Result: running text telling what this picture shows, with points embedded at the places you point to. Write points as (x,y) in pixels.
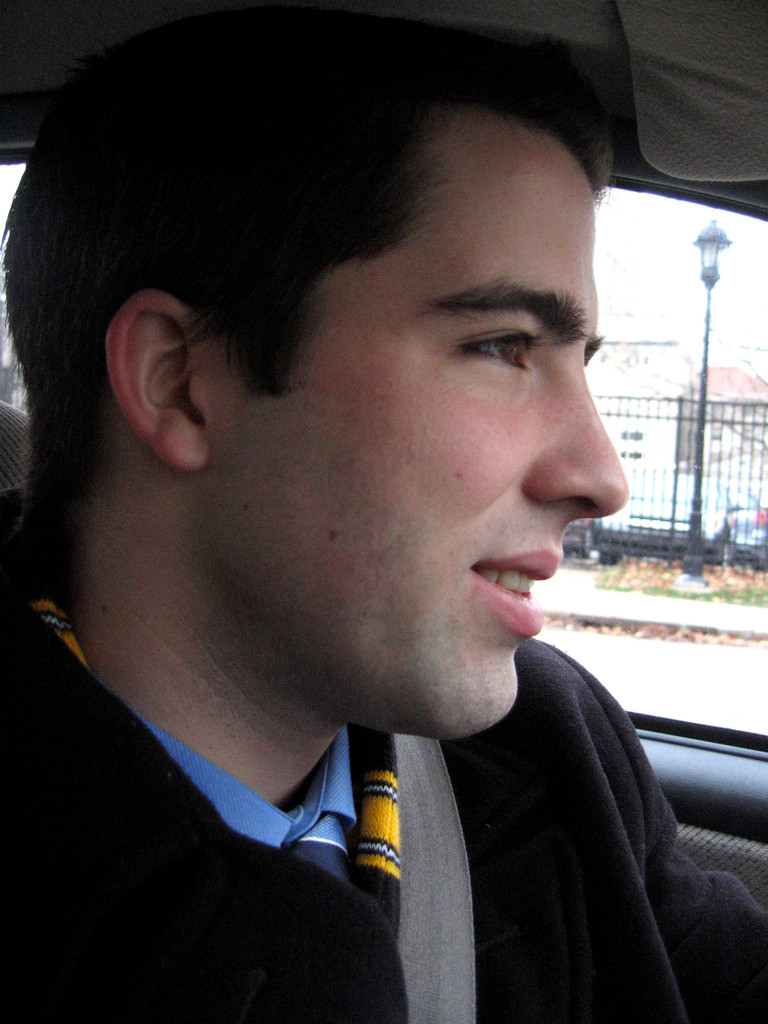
In this image person (378,796) is sitting inside the car (698,774) by wearing a seat belt (421,867). At the back side (701,470) there is a street light (695,530). At the background (651,404) there is a metal grill (747,422).
